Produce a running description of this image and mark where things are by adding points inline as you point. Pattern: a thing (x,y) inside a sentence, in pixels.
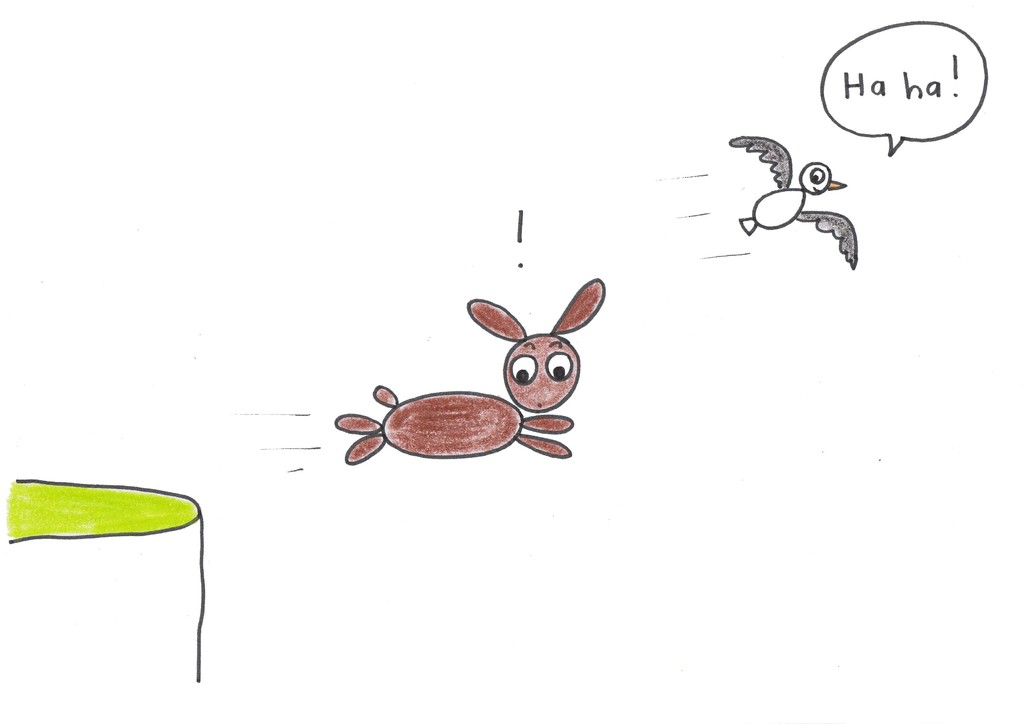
This is a picture of the drawing in this picture there is one rabbit (568,364), bird (779,168) and grass (153,534).
